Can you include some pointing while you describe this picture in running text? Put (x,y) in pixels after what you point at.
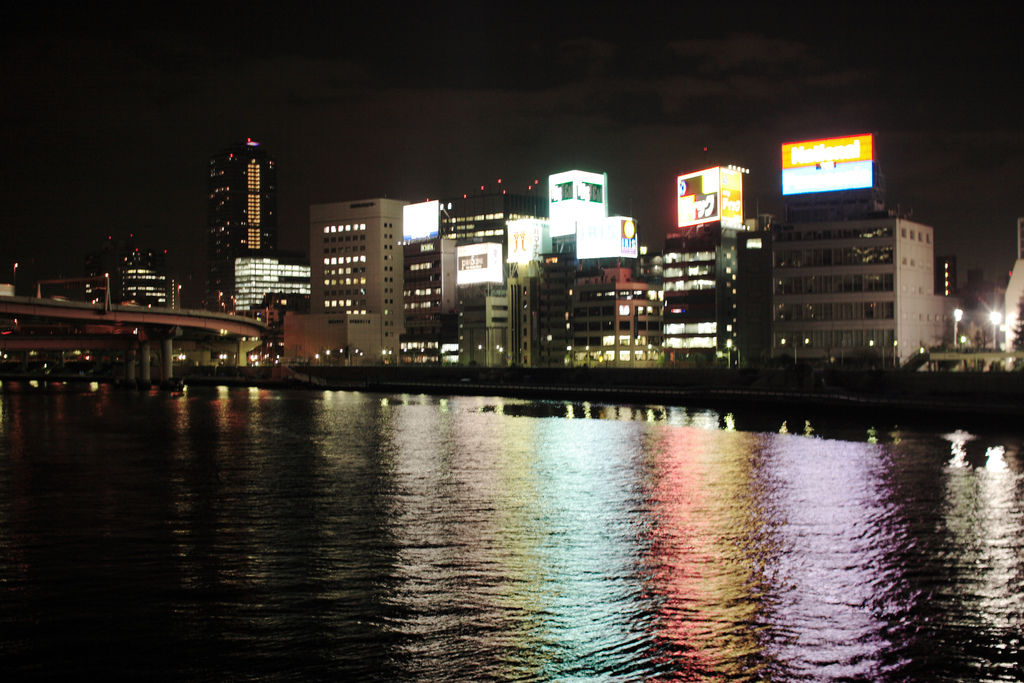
In this image we can see water (379,568). In the background (138,385) the image is dark but we can see bridge (140,326), buildings (218,240), hoardings (461,275), light poles (225,303), windows (283,273) and the sky (636,114).
